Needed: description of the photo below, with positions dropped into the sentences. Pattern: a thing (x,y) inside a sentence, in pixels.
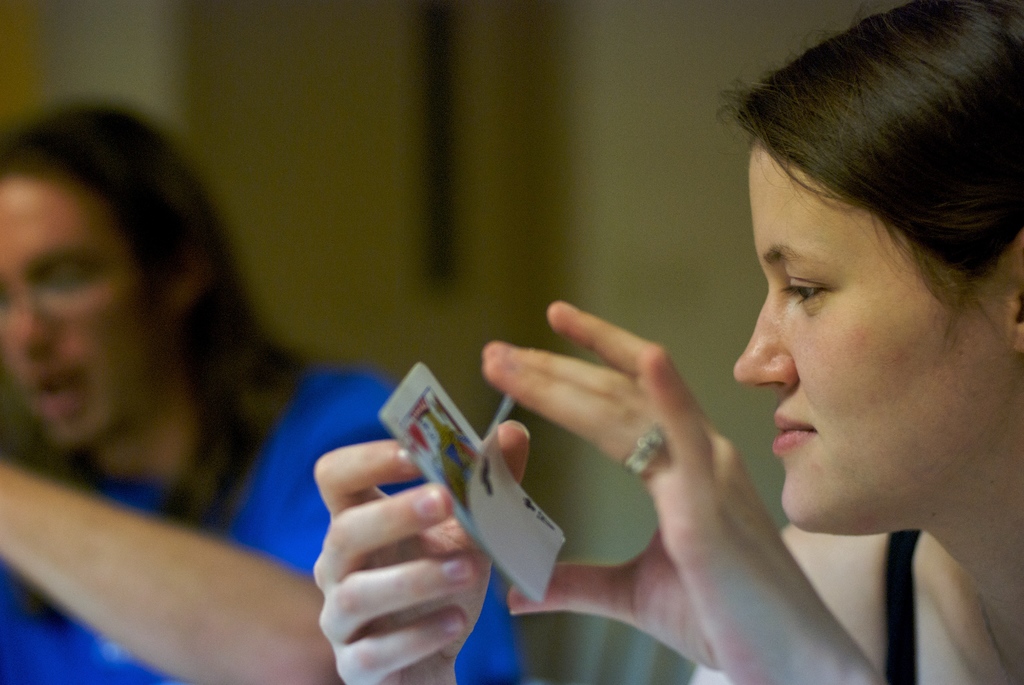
In this image we can see a man (66,399) and a woman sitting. In that the woman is holding some cards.
